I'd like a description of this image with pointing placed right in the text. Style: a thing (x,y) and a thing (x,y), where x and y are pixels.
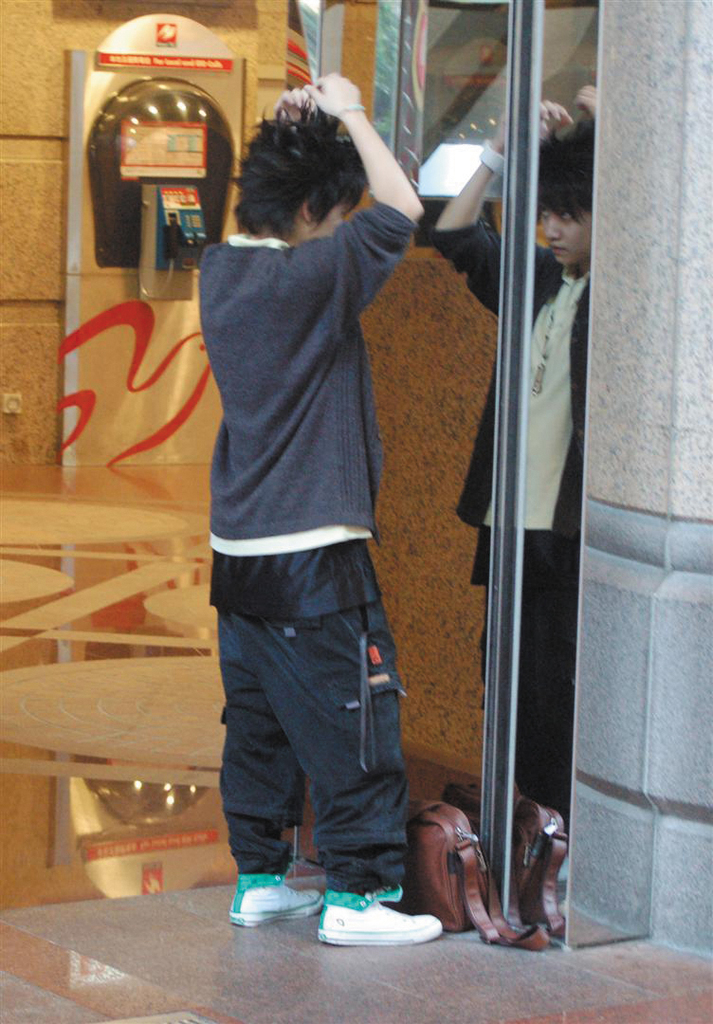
In the image I can see the ground (322,944) and a person (360,595) wearing black color dress (342,433) is standing in front of the mirror (491,471). I can see a brown colored bag (452,803) in front of the person (309,323). In the background (195,331) I can see a machine (167,236) and the wall (52,146).
